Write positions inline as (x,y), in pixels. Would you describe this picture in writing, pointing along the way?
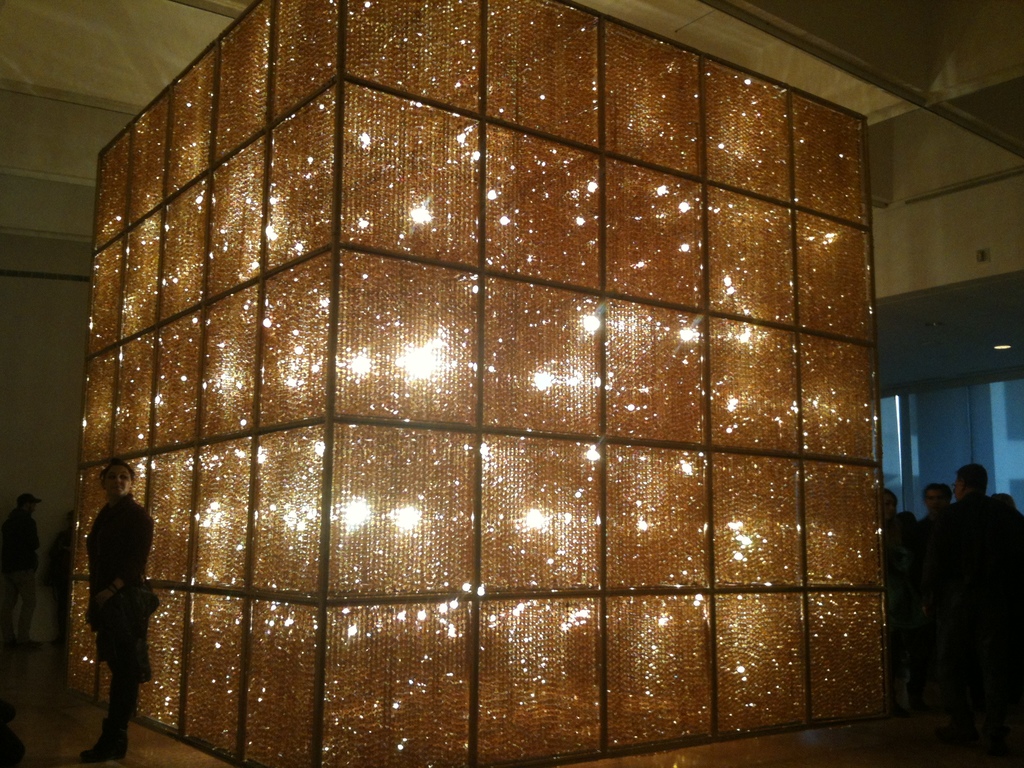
In the foreground of this image (319,134), there is a square shaped box (314,340) with lights (730,409) and around it there are persons (923,583) standing. In the background (949,414), there is a glass window (959,429) and a ceiling (889,78).
